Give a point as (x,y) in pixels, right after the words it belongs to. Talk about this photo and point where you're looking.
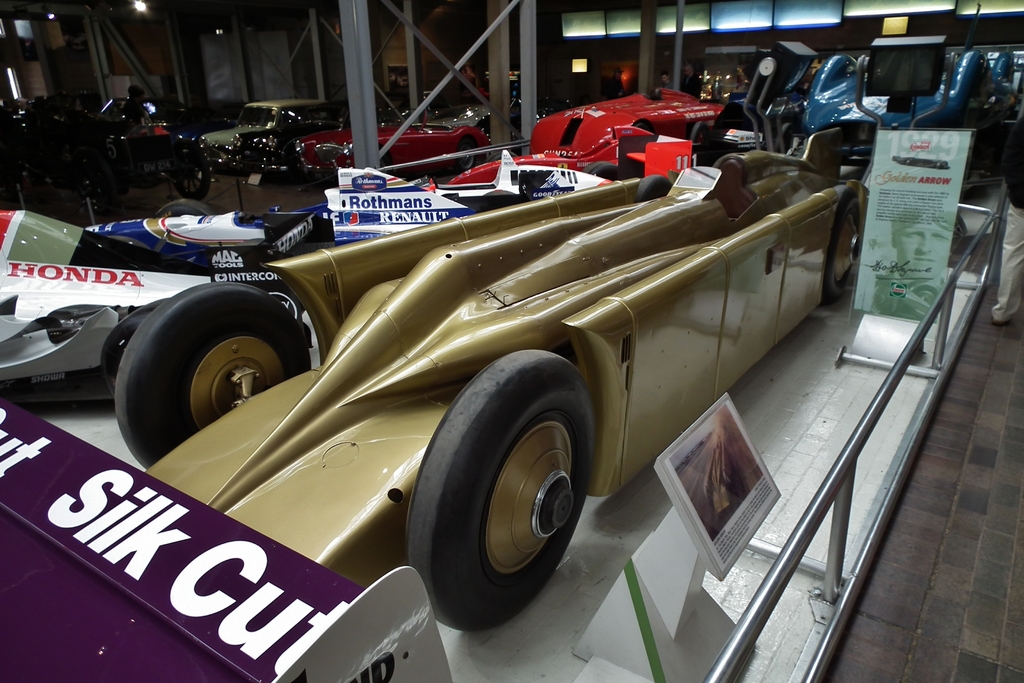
In this picture we can see vehicles (704,387), boards (727,542), railing (834,567), floor (1018,496), rods (358,7) and objects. In the background of the image (584,56) we can see wall (539,65), lights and objects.
